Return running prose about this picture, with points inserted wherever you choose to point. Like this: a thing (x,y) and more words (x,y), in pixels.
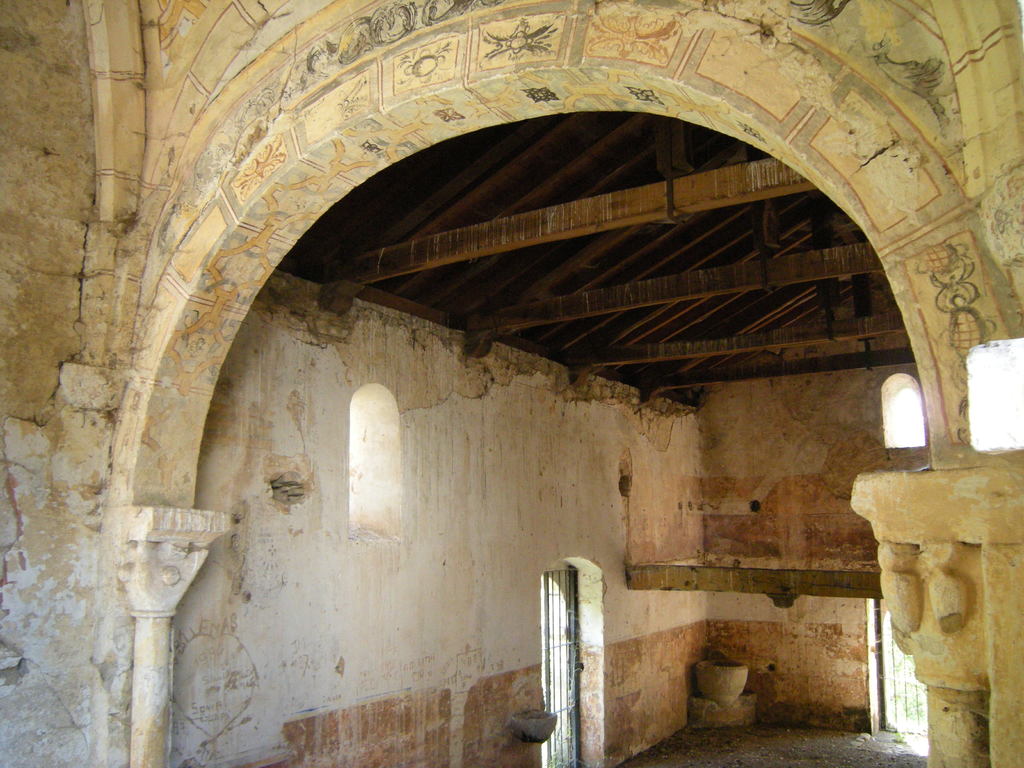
In this image we can see an arch (240,207), room (573,461), grill (556,581), windows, wooden bars (513,239) and floor (747,739).
